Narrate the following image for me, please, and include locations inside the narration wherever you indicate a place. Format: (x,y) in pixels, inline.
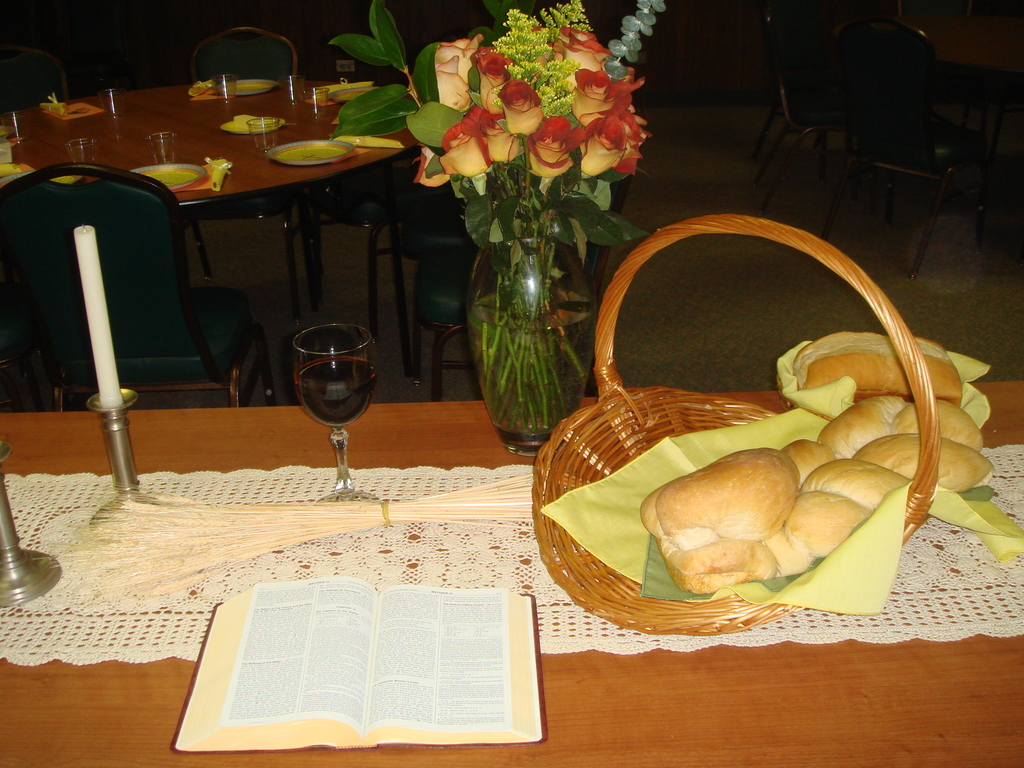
This is the picture of a table (325,485) on which there is a book (282,599), candle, glass (357,489) and a basket (916,507), flower vase (478,293) and also there is another table (263,159) on which there are some plates (312,147) and glasses (171,146) and also some chairs (60,230) in the room (224,275).
